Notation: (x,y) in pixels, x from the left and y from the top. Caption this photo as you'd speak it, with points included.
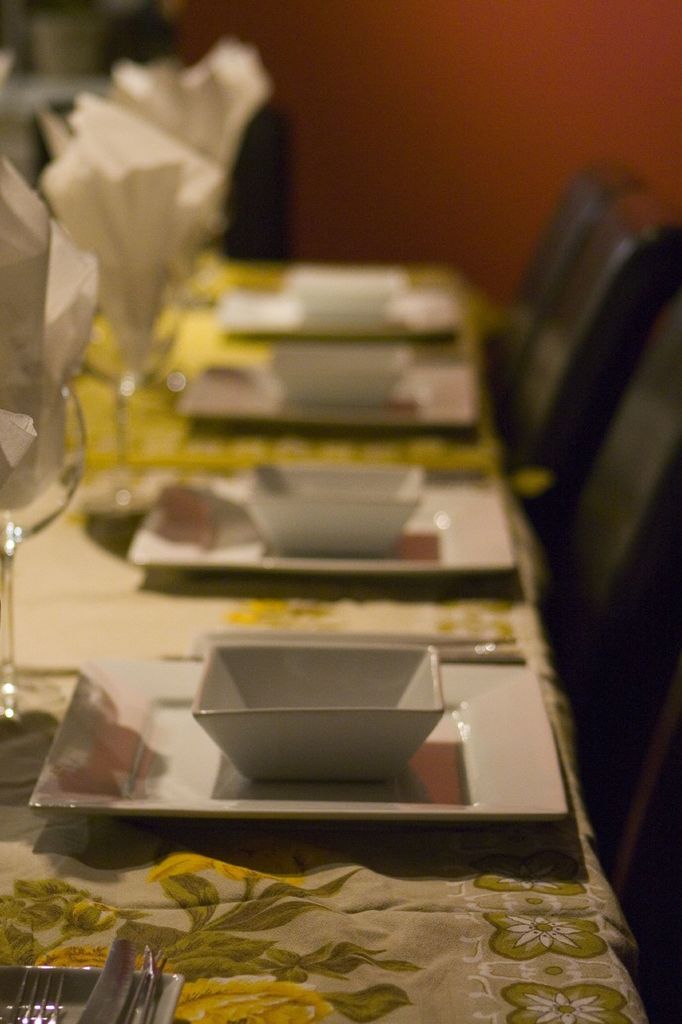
In this picture I can see some chairs (681,476), table (199,843), on which we can see some plates (209,741), bowls (264,697), spoons (51,981), tissues (63,342) and some glasses (58,398).
